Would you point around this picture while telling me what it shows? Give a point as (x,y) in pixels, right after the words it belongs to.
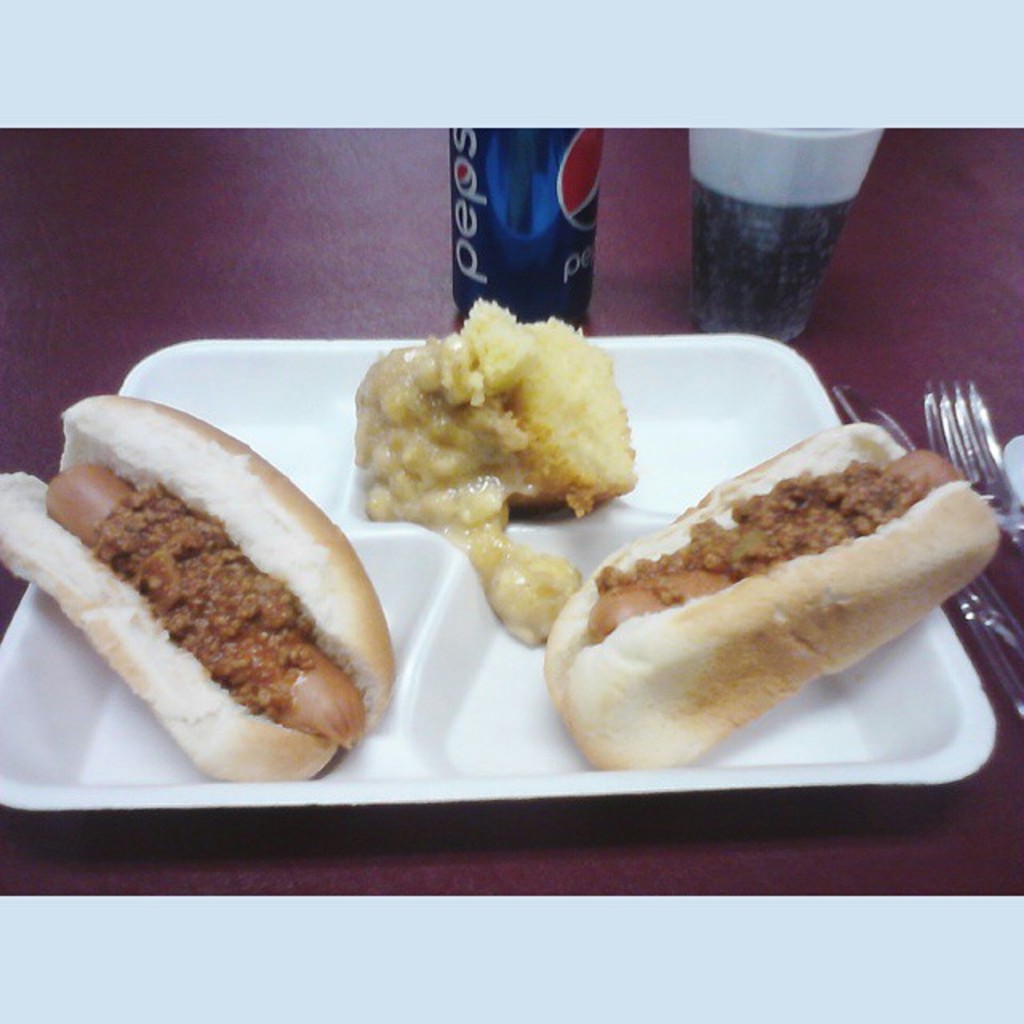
This image consists of a plate (497,679). In that plate (494,693) there are some eatables (220,492) such as hot dogs (578,622). There are tin (530,233) and glass (745,199) at the top (494,201). There are knife (966,607) and fork (974,390) on the right side (957,395).
